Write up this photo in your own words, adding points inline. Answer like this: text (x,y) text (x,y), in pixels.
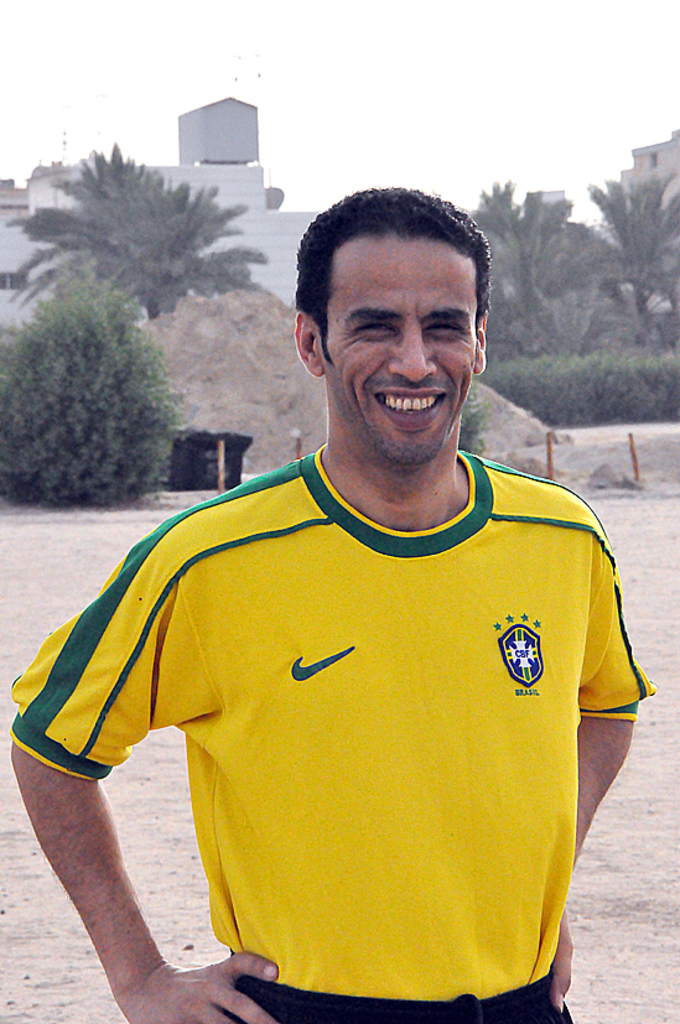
In this picture there is a man (458,485), he is wearing a yellow t shirt (464,684) and he is smiling. In the background (142,263) there is a building (201,156) and group of trees (90,312).
